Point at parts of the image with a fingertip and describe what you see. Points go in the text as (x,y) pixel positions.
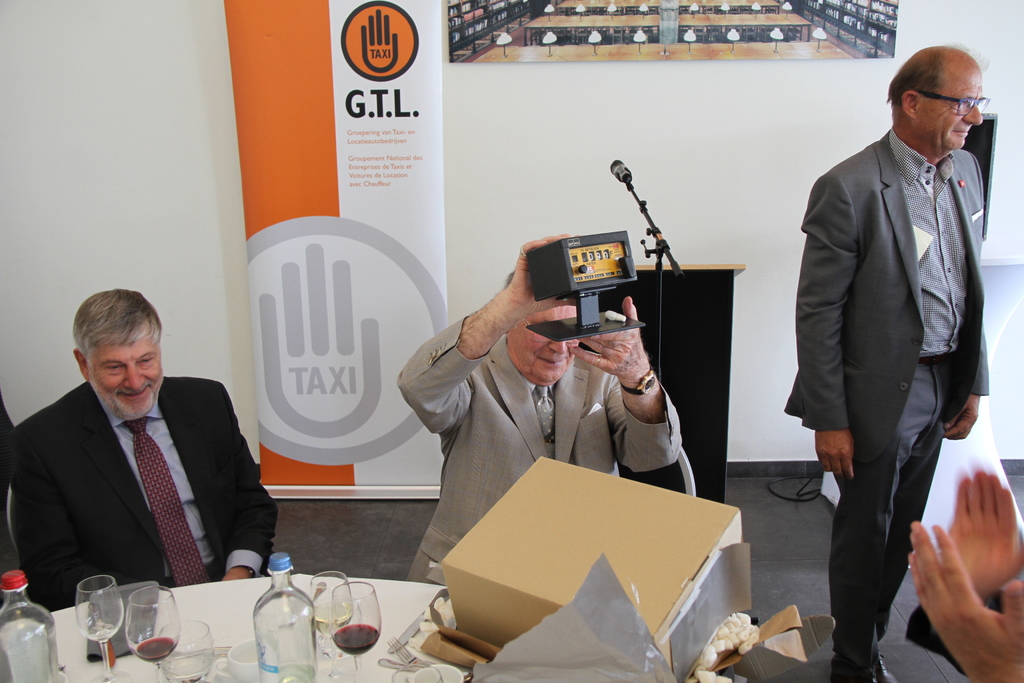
In this picture there is a man (592,357) who is holding the black box (569,268), beside him there is another man (122,451) who is sitting near to the table (225,651). On the table (212,610) I can see the carton boxes (558,593), wine glasses (369,638), bottles (17,589) and other objects (410,676). On the right (877,301) there is a man (847,369) who is standing near to the speaker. In the back (643,20) I can see the banner (314,29) and photo frame (633,30) which are placed on the wall (574,155). In the bottom right corner (962,551) I can see the person's hand (970,674).
